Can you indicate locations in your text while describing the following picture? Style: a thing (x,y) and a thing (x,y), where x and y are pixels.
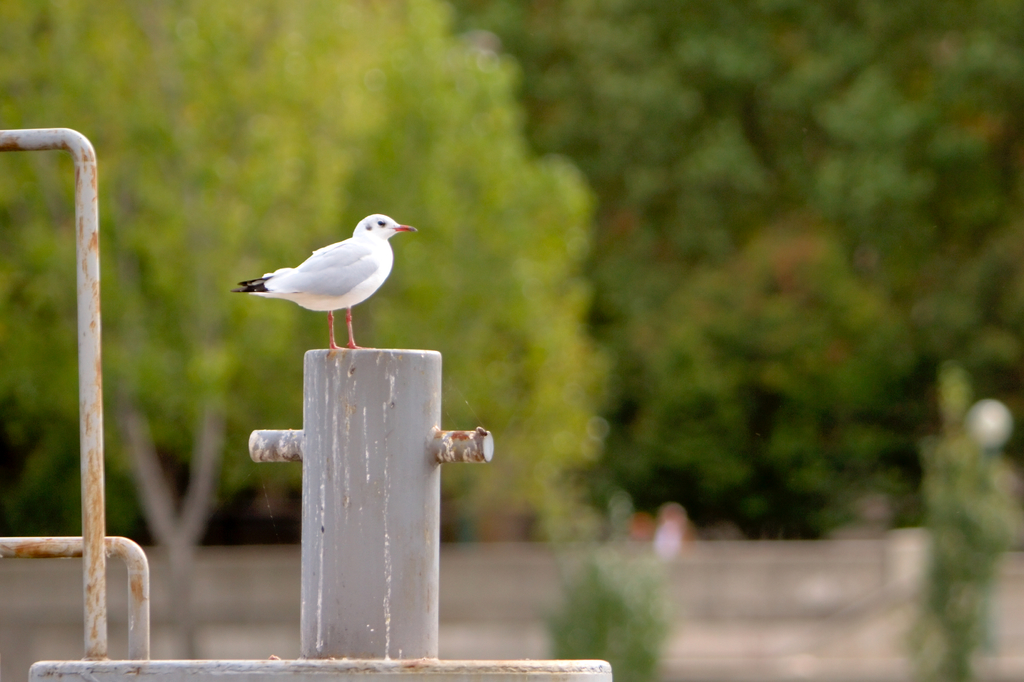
In the image we can see a bird (324,291), white in colour and the bird (343,274) is sitting on a metal object (360,493). Here we can see the trees (481,181) and the background (498,257) is blurred.
